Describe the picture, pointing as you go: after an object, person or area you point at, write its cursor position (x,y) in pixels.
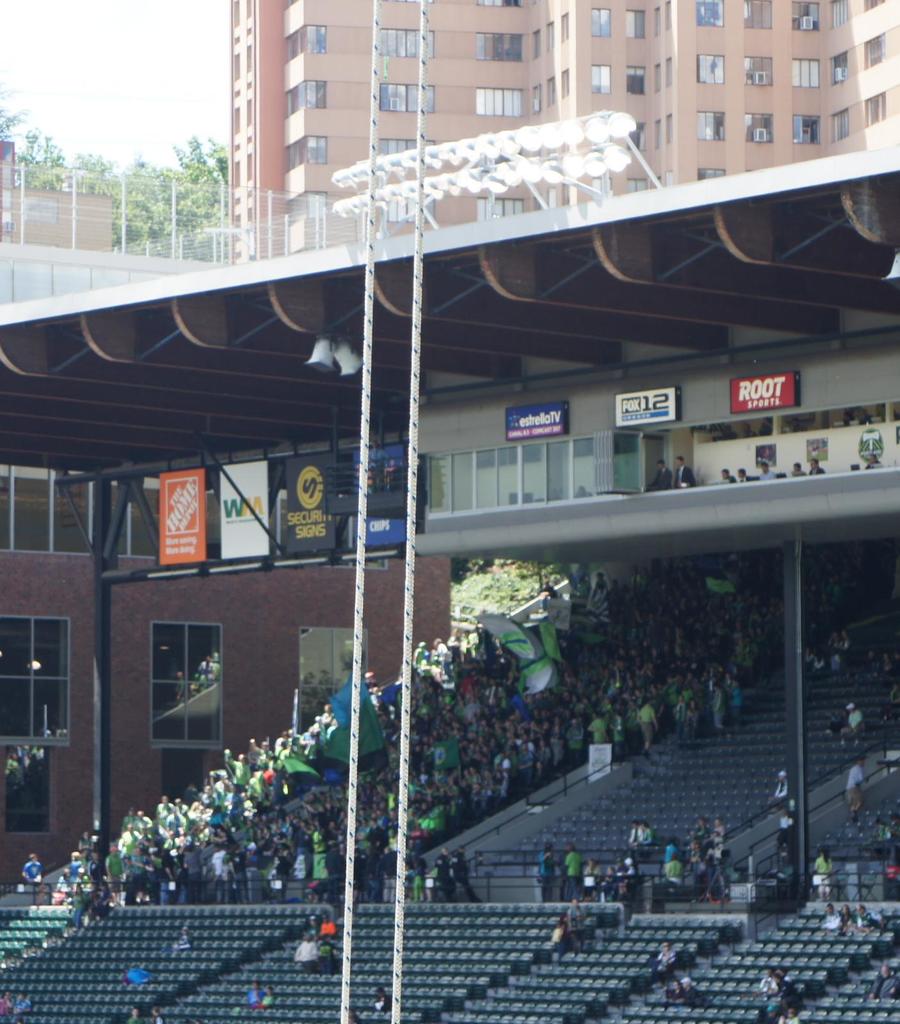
The picture is clicked in a stadium (102,792) where we observe people (364,840) sitting on the chairs (660,824) and there is a building (752,41) in the background (306,62).
